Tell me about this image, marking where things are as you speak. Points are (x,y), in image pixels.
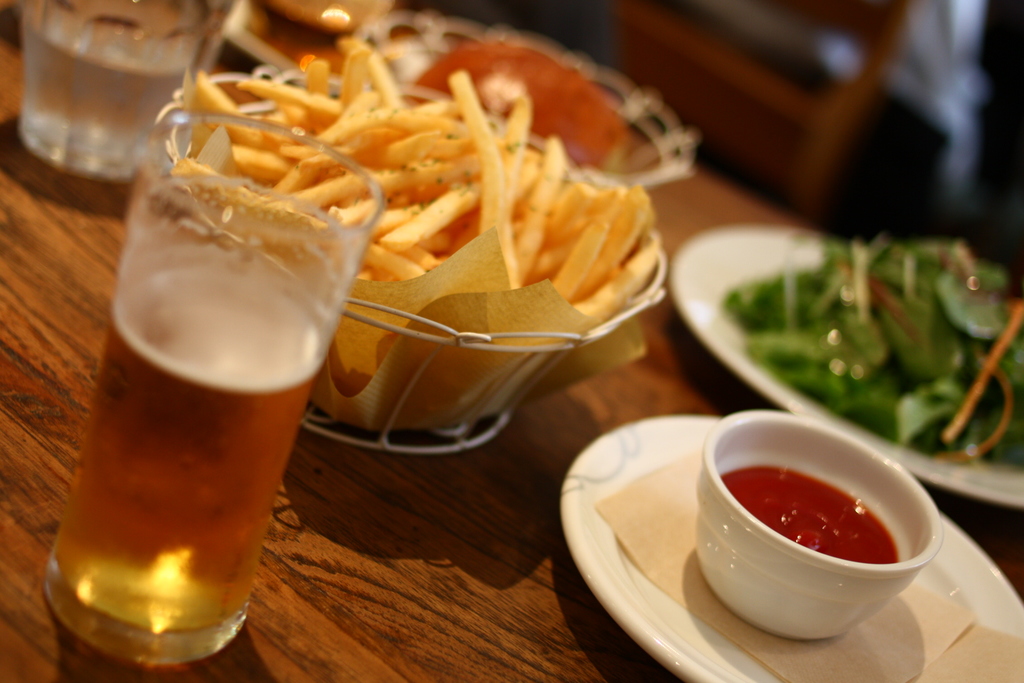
In the image there is a beer glass (254,280), french fries bowl (249,140), sauce bowl (890,507) and salad (944,377) on wooden table (435,563).
